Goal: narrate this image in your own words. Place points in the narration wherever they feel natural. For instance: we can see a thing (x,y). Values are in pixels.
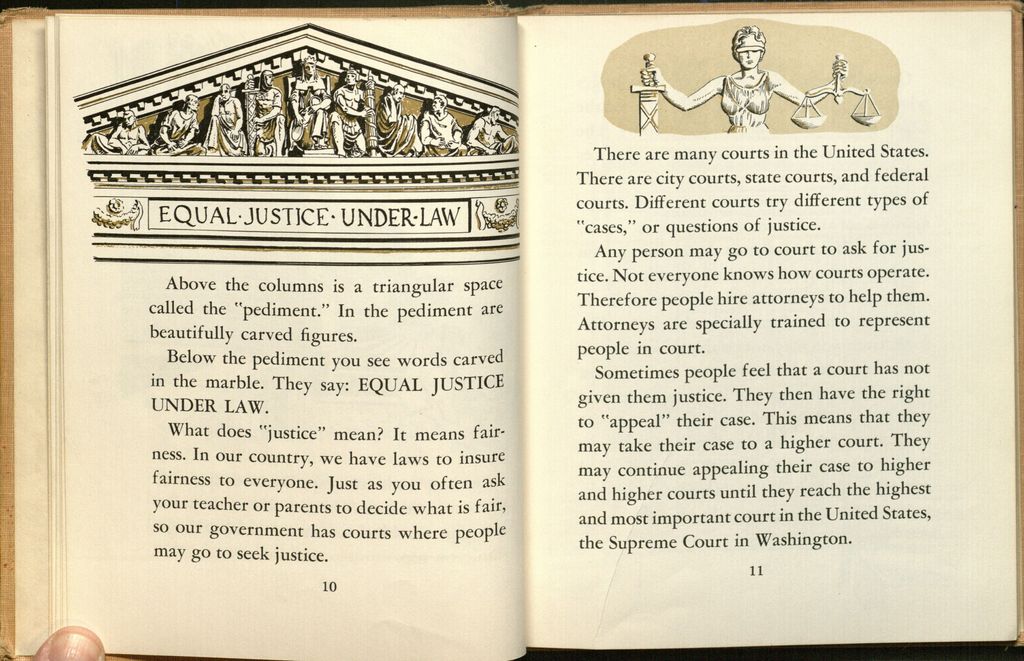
In the picture we can see a book (461,559) opened and under the book (105,564) we can see a part of person finger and in the book (924,333) we can see a information (805,394) about equal, justice and law.
